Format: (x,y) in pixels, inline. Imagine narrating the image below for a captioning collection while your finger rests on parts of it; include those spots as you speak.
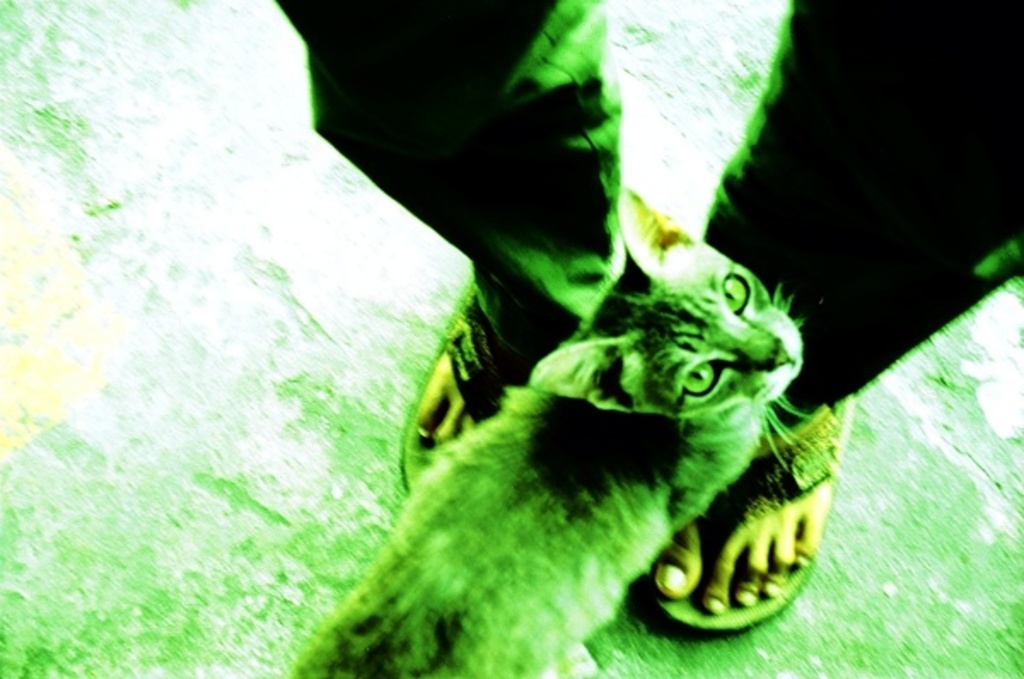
In this picture I can see a cat (619,446) near to a person's legs (815,46) and I see that this image is of white and green color.
